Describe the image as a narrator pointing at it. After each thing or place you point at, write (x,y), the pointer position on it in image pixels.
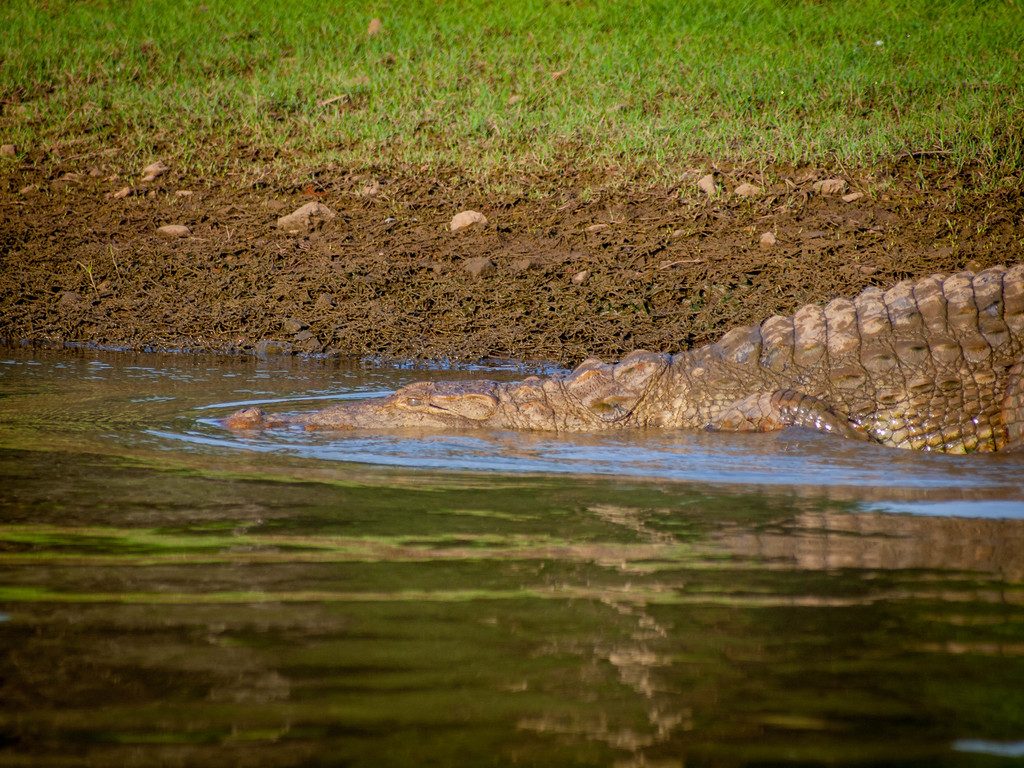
In this image I see a crocodile (693,372) over here and I see the water (363,536). In the background (133,320) I see the mud (443,243) and I see the grass (423,95).
